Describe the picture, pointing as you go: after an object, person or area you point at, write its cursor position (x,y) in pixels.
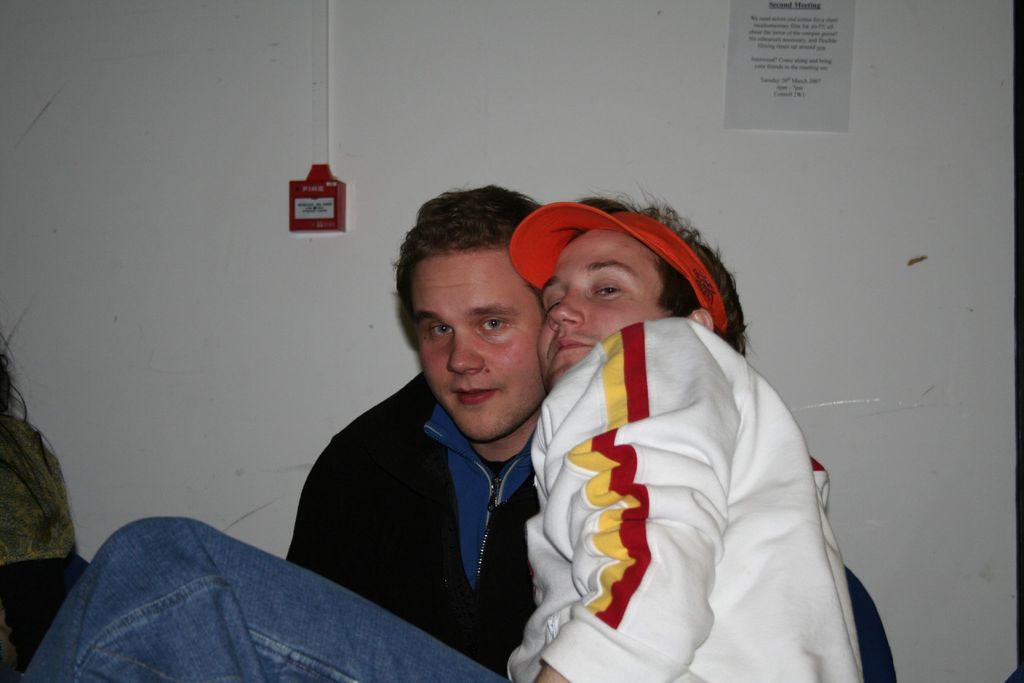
In the middle (653,289) a man (731,456) is there, he wore white color sweater (735,480) beside him there is another man (406,449), he wore black color sweater (516,527). Behind them it's a wall (608,101).
